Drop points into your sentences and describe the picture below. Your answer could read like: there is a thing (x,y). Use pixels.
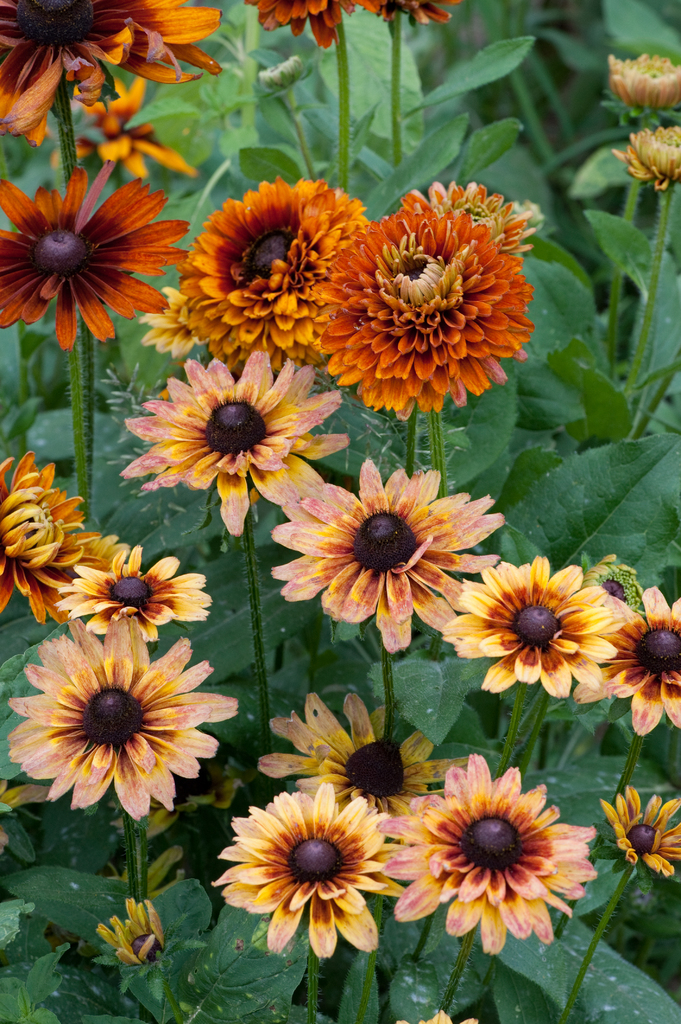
In this picture we can see a group of flowers (363,306) and in the background (656,486) we can see leaves (425,100).
